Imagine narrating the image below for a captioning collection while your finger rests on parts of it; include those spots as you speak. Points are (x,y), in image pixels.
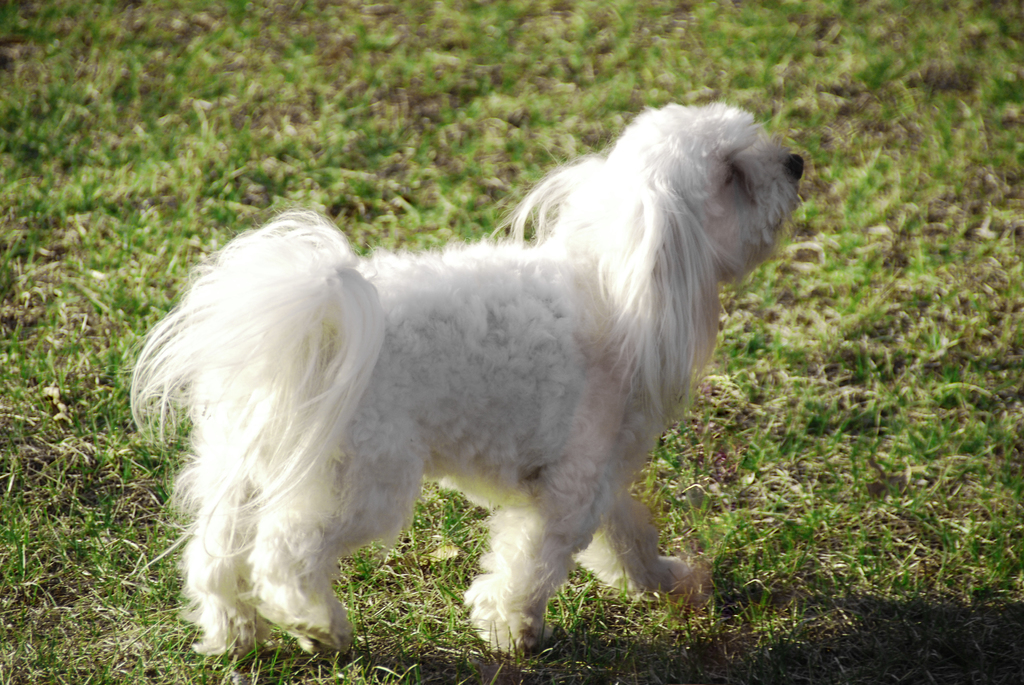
In this image there is a dog (580,445) walking on the surface (734,537) of the grass (856,509).
